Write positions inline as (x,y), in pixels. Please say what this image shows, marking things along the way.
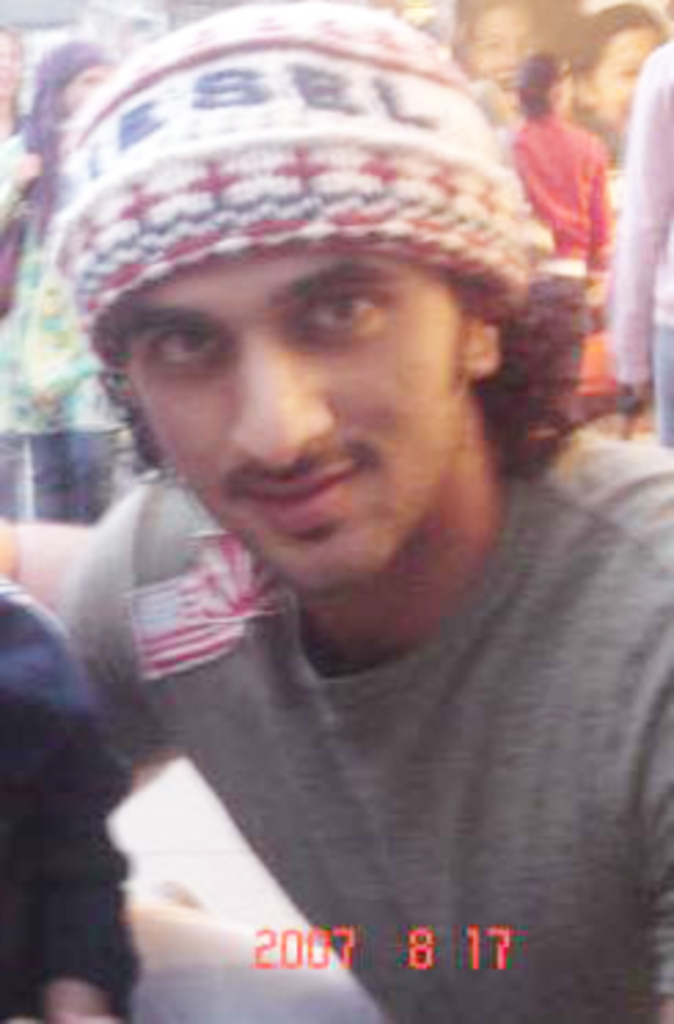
A person (476,771) is present wearing a cap (253,169) and grey t shirt (432,753). There are other people (667,103) at the back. The date (438,931) is mentioned at the bottom (258,965).
